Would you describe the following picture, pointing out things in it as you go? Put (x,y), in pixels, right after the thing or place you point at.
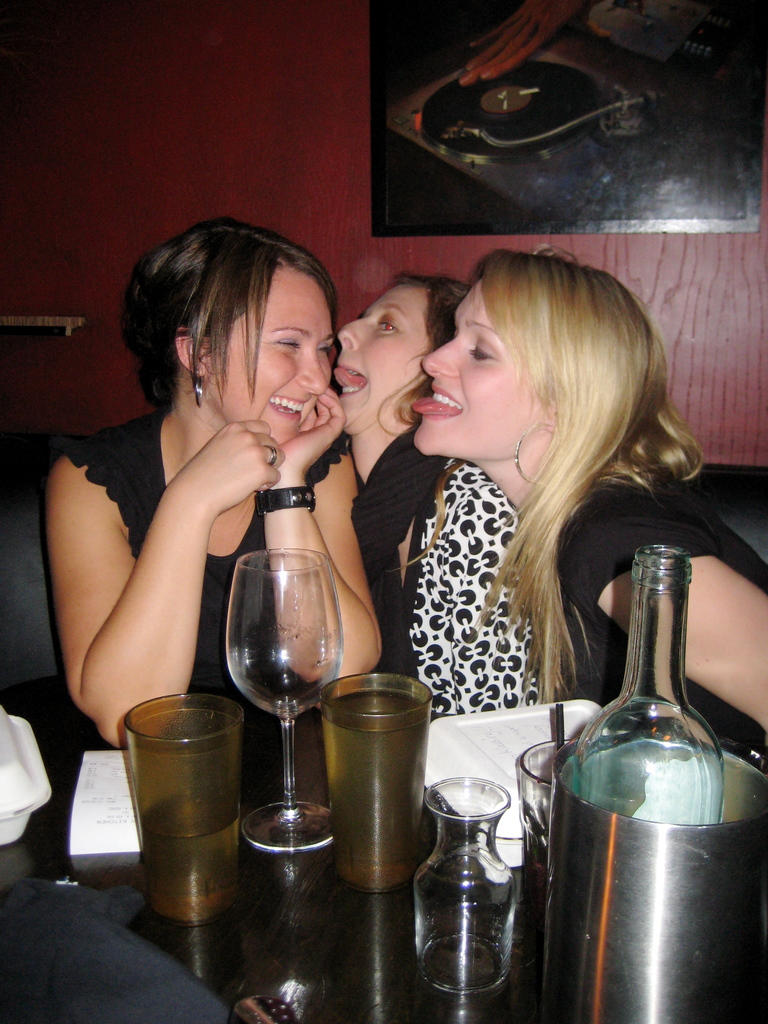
These three persons (376,507) are sitting on the sofa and this person (218,489) smiling. We can see glasses (367,705), jar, tray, paper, box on the table (308,913). On the background (182,95) we can see wall (204,119), frame (526,173).
